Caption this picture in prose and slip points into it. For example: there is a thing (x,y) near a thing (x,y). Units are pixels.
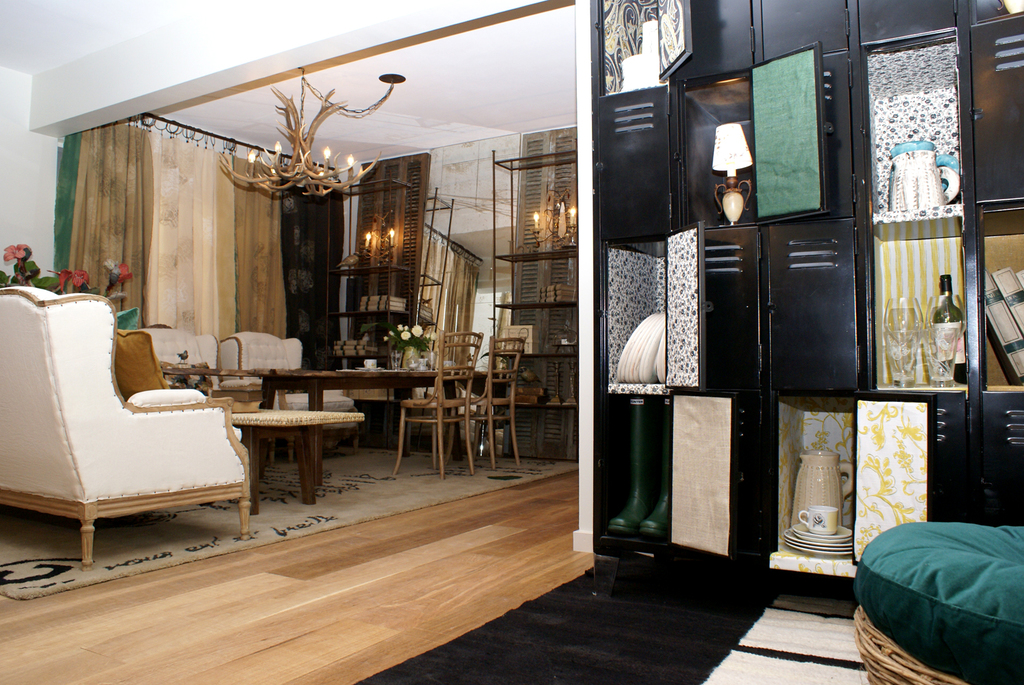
There is a room (98,344) in it, and there is a cupboard (914,112) which has books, glasses (908,332), cups (814,522), plates (815,552), lamp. In the background (178,211) there is a curtain (176,203) and to the roof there is a chandelier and there is a candle (539,221) on the right corner of the room (537,224) and there is a table (310,371) in the middle of the room (335,391). And there are sofas (50,384), chairs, flower vase (416,349).
